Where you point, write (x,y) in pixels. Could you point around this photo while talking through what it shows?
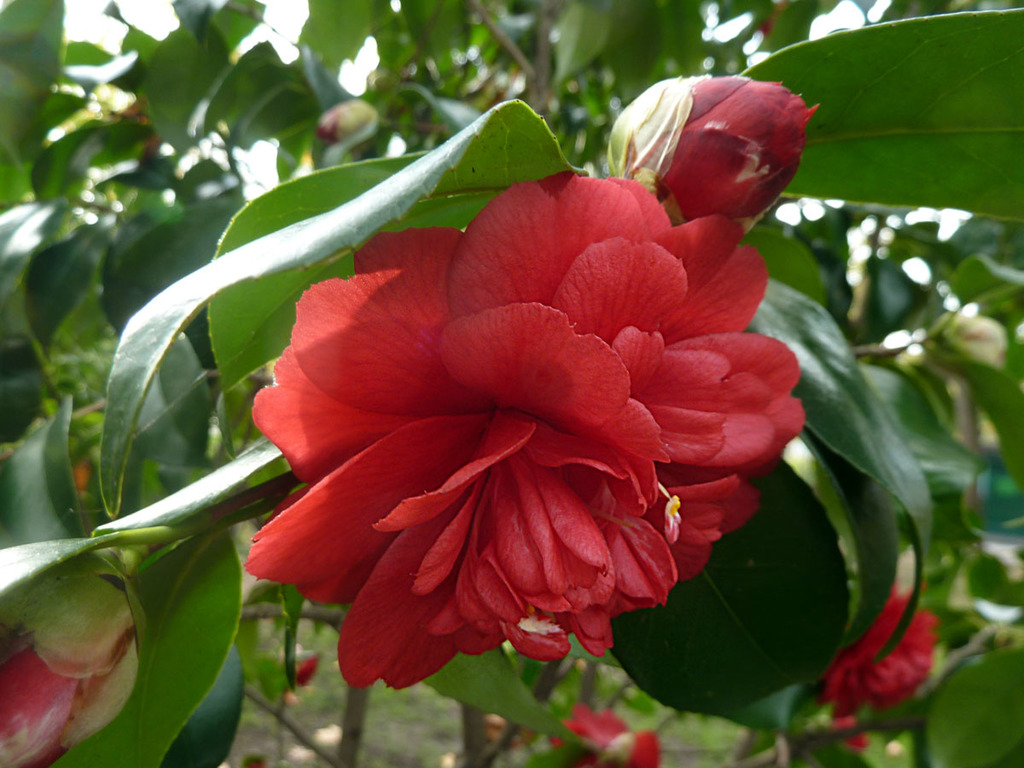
In this image, we can see some leaves (918,183), buds (66,710) and flowers (863,688).
